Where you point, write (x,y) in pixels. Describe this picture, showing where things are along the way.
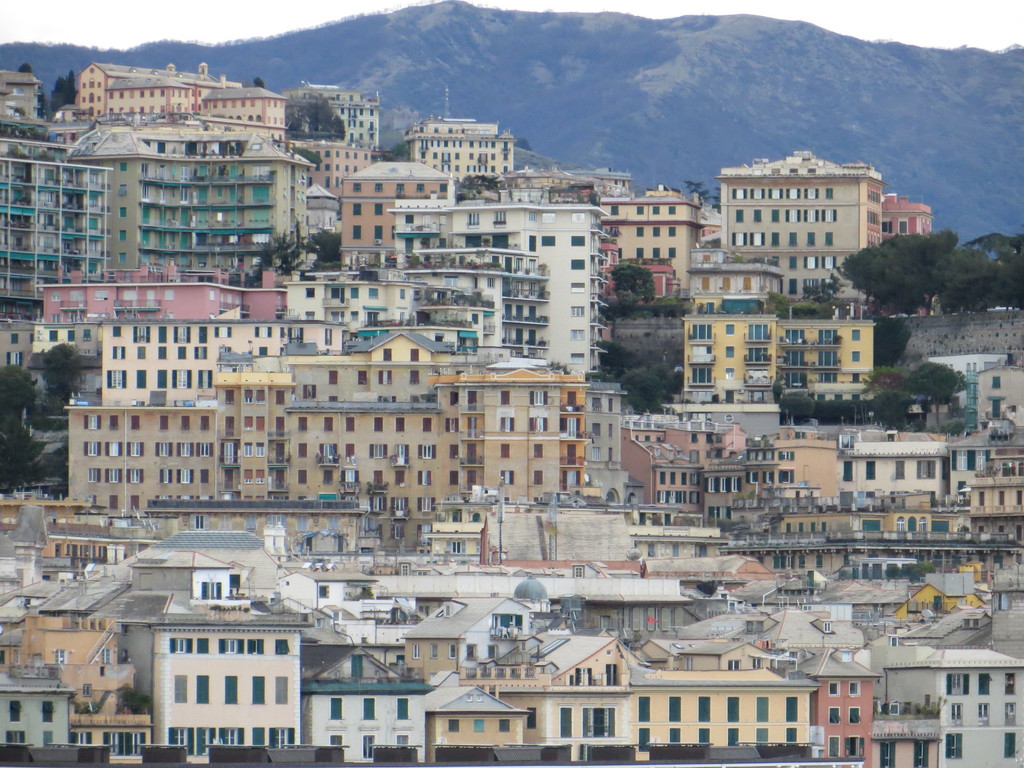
This is the picture of a city (620,357). In this image there are buildings (484,425) and trees (629,386). At the back (943,54) there is a mountain (571,29). At the top (852,13) there is sky (810,2).
